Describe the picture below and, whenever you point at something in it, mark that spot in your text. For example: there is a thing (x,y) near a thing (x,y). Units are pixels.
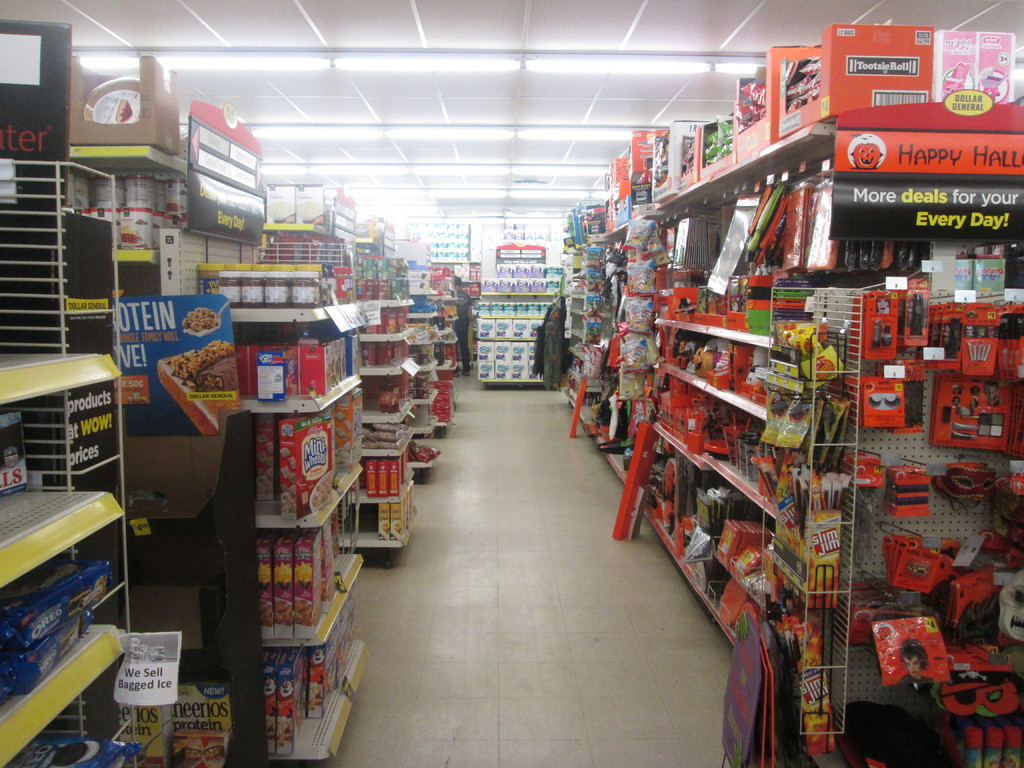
In this picture there is a grocery store (362,478) in the image and there are racks (605,368) on the right (829,432) and left side of the image (19,531), there are lights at the top side of the image (416,71).
